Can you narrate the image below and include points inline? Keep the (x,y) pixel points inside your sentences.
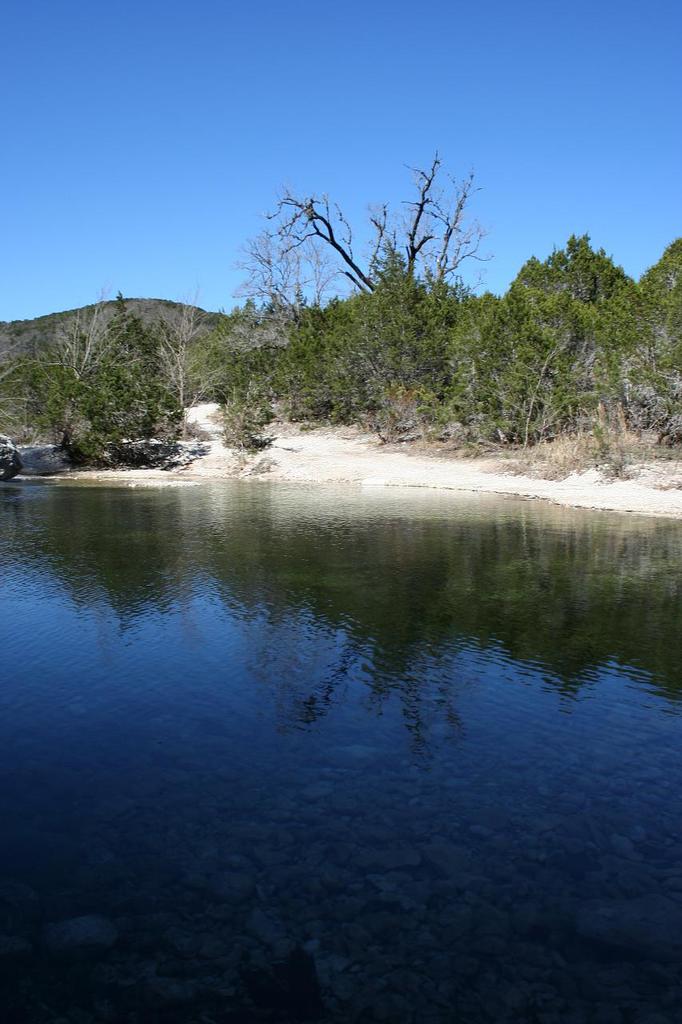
In this image we can see water (205,589), trees (435,393), plants (435,393), sand (679,493), hill (129,302) and sky (223,150).
